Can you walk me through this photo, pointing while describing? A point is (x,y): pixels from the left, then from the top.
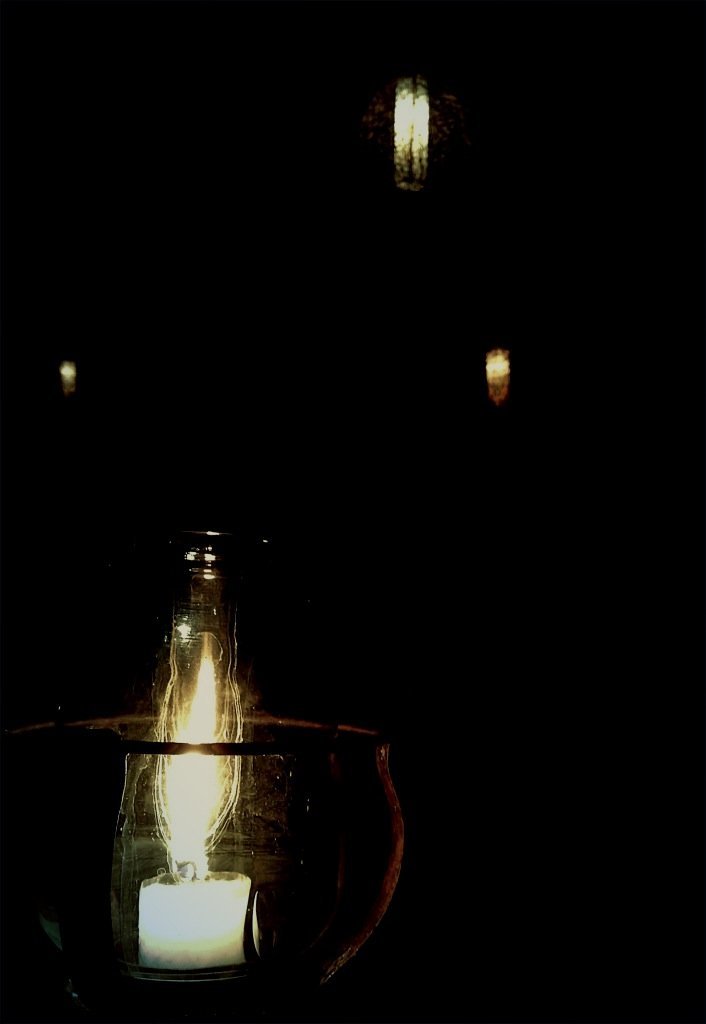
In this image we can see lights (404,169), and the background (498,753) is dark.
